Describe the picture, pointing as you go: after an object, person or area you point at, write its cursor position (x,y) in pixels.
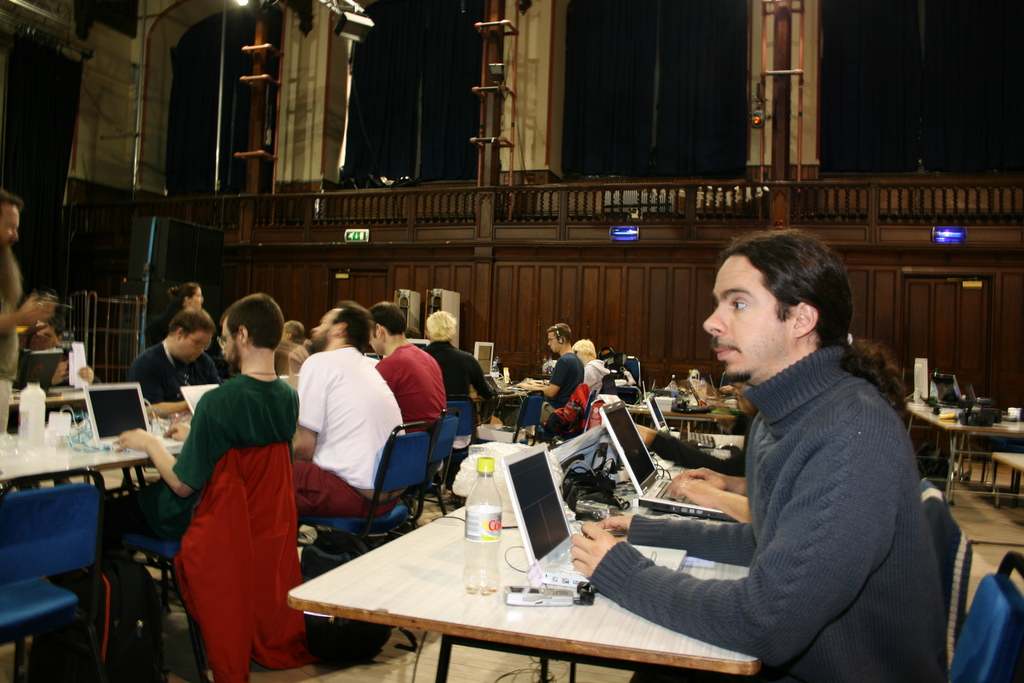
In this picture we can see a group of people (833,273) are sitting on the chair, and in front (583,470) here is the table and laptop (672,503) and some objects (598,501) on it, and here is the pillar (539,66).
